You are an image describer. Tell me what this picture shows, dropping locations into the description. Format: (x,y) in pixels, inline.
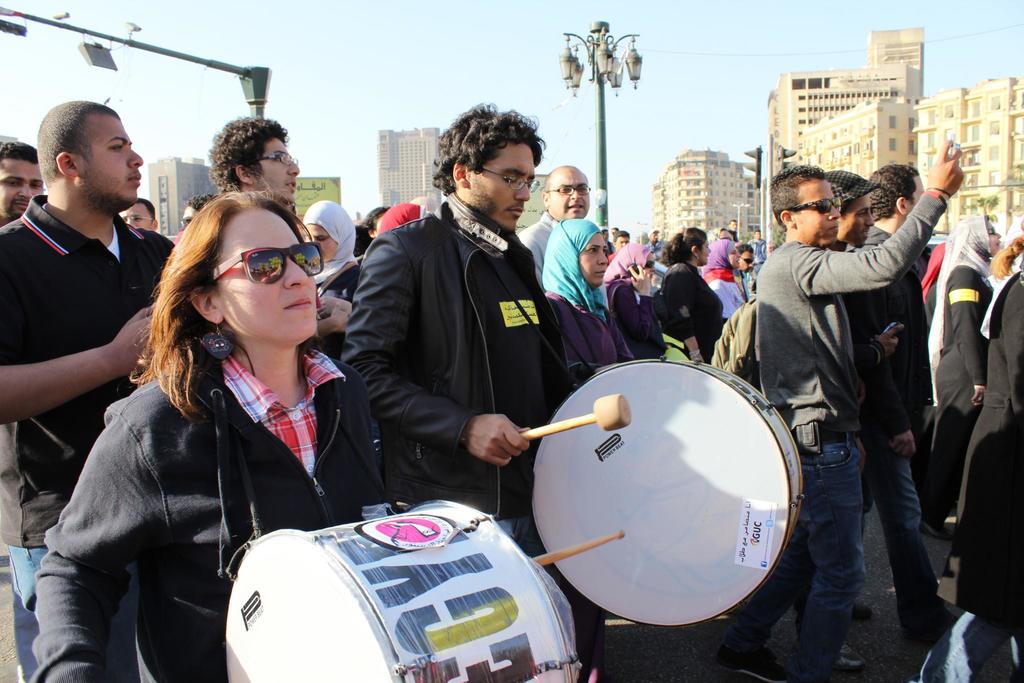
In this image I can see group of people (561,286) walking. I can see two persons (245,291) playing drums (367,620). In the background (1015,92) I can see buildings (400,175).
